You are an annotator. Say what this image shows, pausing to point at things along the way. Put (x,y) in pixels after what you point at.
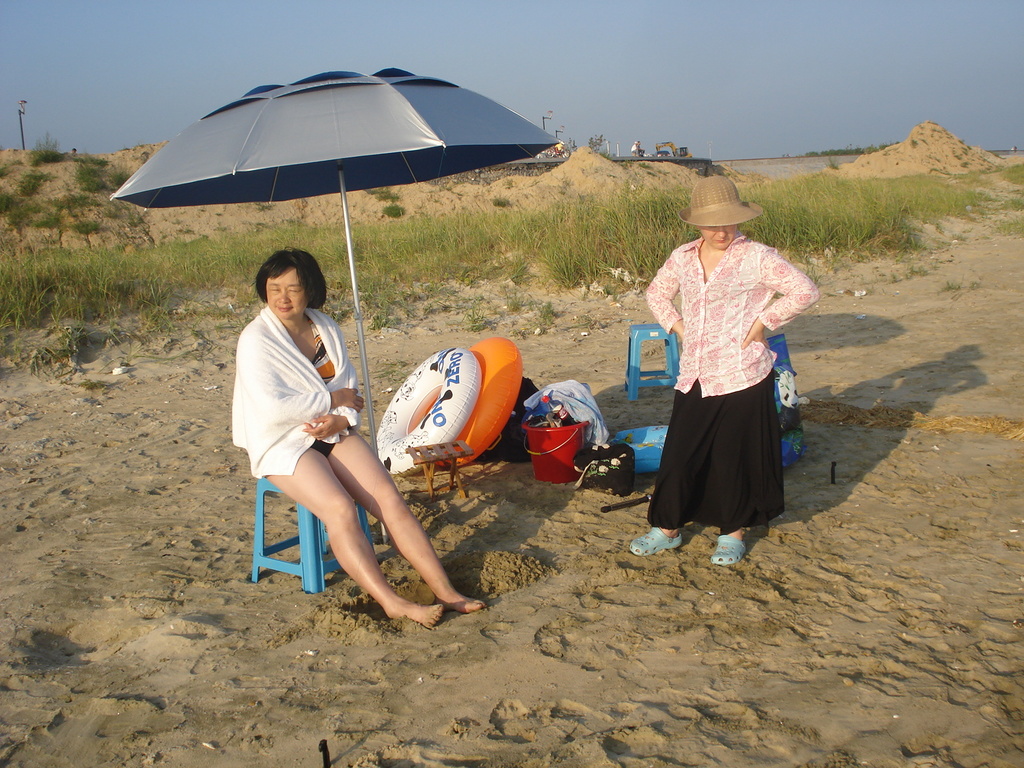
In this image I can see two women (336,484) among them this woman (308,456) is sitting on a stool (311,532). Here I can see an umbrella (392,155), swim rings (416,397) and other objects (511,455) on the ground (375,411). In the background (487,289) I can see the grass (568,245) and the sky (538,54).
